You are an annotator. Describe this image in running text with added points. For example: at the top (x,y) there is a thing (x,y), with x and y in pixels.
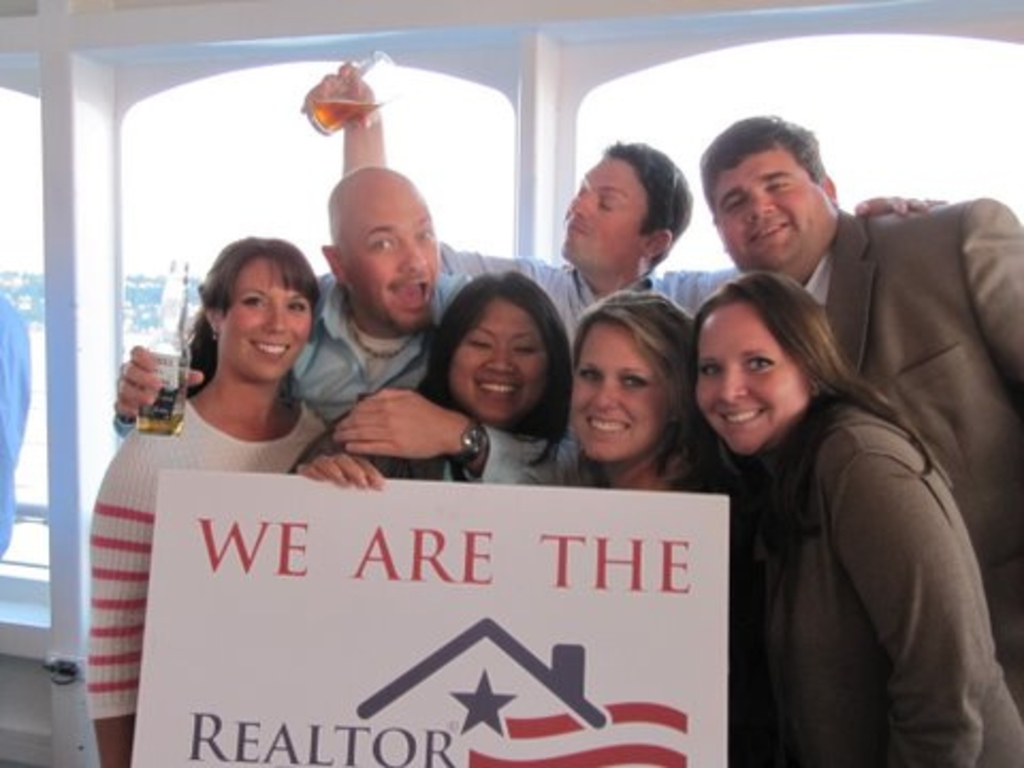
In the image in the center (657,299), we can see a few people (605,334) are standing and smiling, which we can see on their faces (494,344). And the center person (480,419) is holding a banner (482,621). And we can see two persons (192,444) are holding drinks (170,315). In the background (282,54) there is a wall (168,91), glass (187,136) and a few other objects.
